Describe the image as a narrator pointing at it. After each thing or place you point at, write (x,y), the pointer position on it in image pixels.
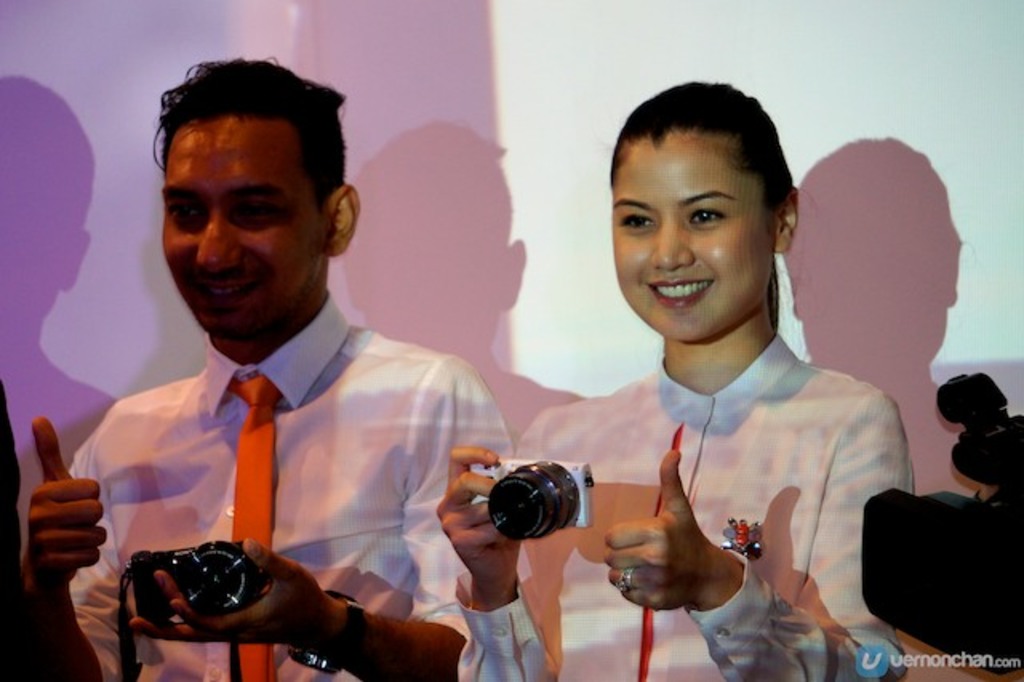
On the right (911,540) there is a camera (961,517). On the right (807,508) there is a woman (807,528) she wear a white dress (757,483) she is holding a camera (526,496) she is smiling, her hair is long. On the left (255,471) there is a man (246,464) he wear white shirt (335,412) and tie (251,496), he is holding a camera (183,584), he is smiling.
